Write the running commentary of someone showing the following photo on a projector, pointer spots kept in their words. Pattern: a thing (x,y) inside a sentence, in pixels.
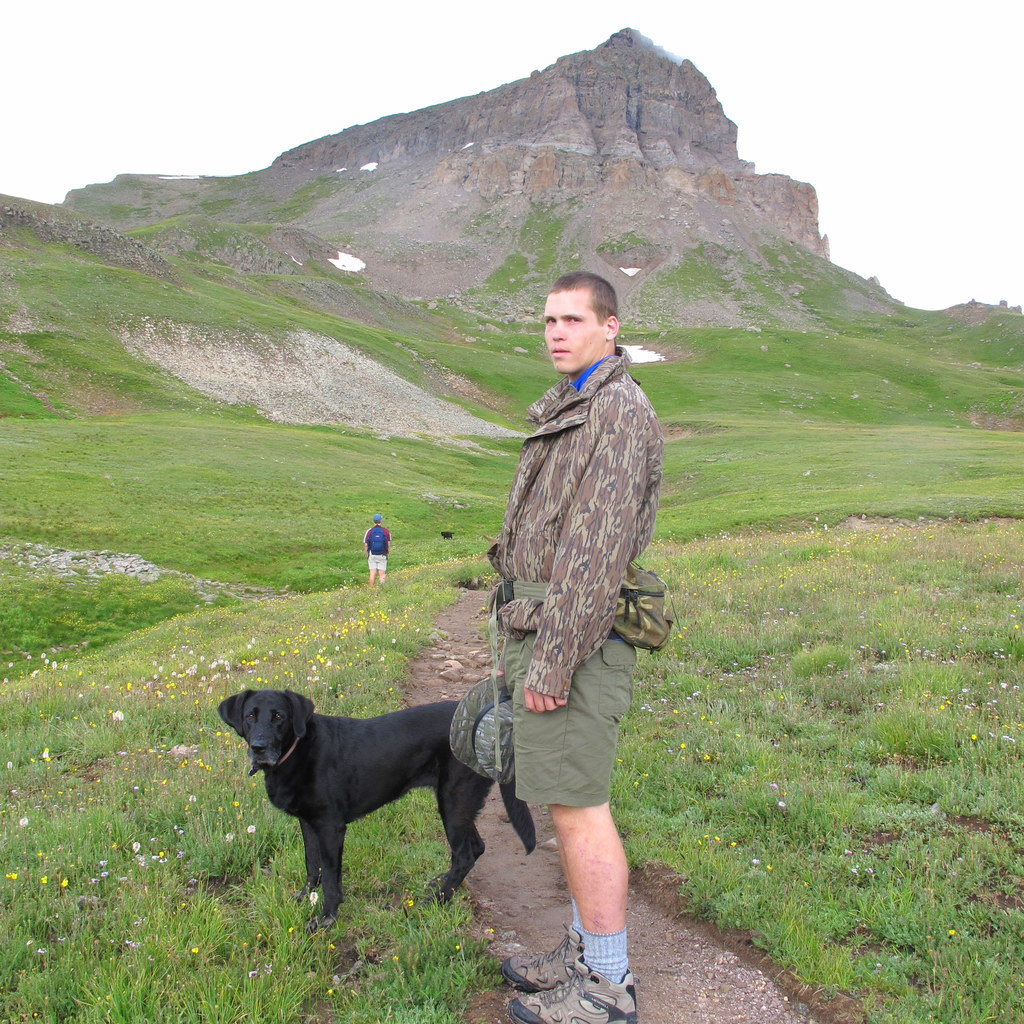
In this image there is a man (581,604) standing on the ground (554,909) by holding the cap (476,721) and wearing the bag (659,598). Beside him there is a black color dog (385,769). In the background (223,424) there is grass (199,521). At the top (155,121) there is the sky (155,121). On the ground (241,874) there is grass (155,895) and some flowers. There is a big rock (571,143) at the top (635,140).
